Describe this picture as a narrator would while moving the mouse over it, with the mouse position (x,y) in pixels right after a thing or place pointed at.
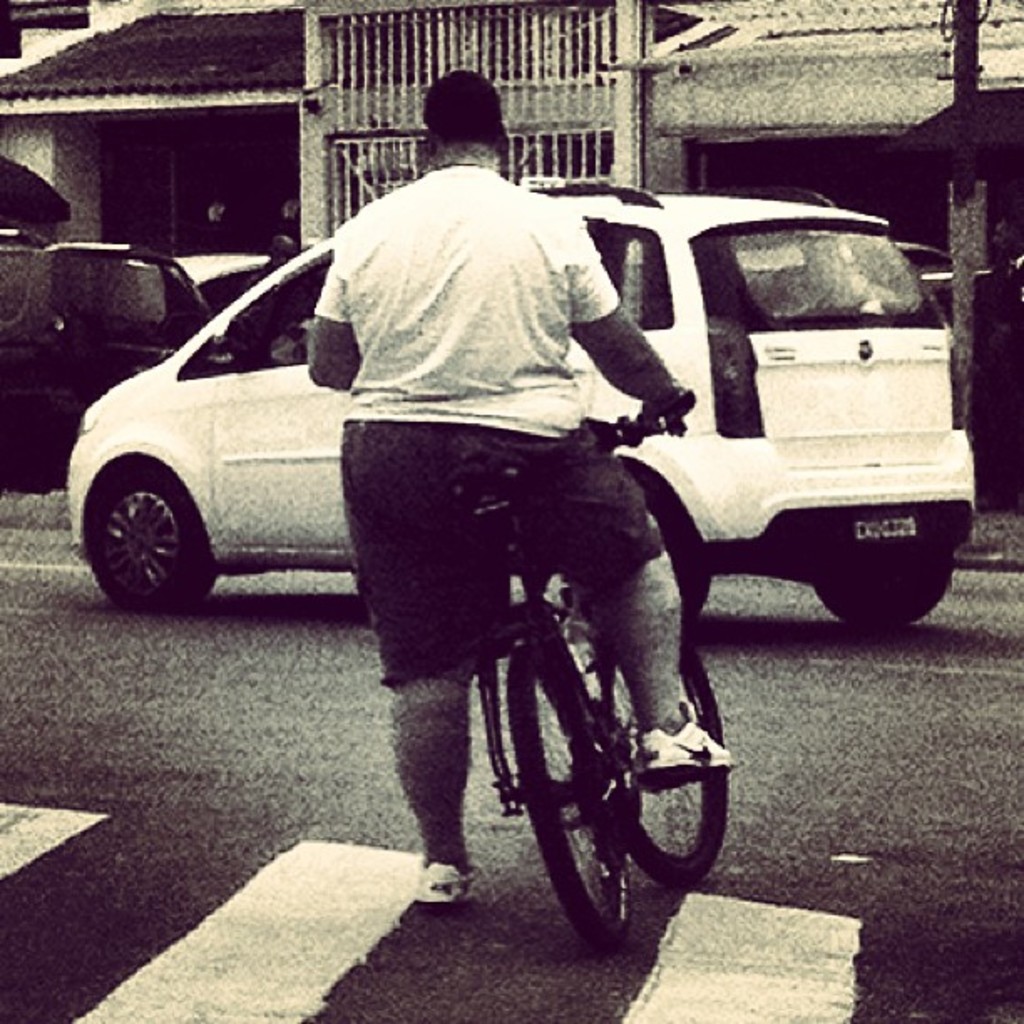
This person (626,615) is holding a bicycle (523,749). Background (584,175) there are vehicles (648,208) and grill (544,94).
